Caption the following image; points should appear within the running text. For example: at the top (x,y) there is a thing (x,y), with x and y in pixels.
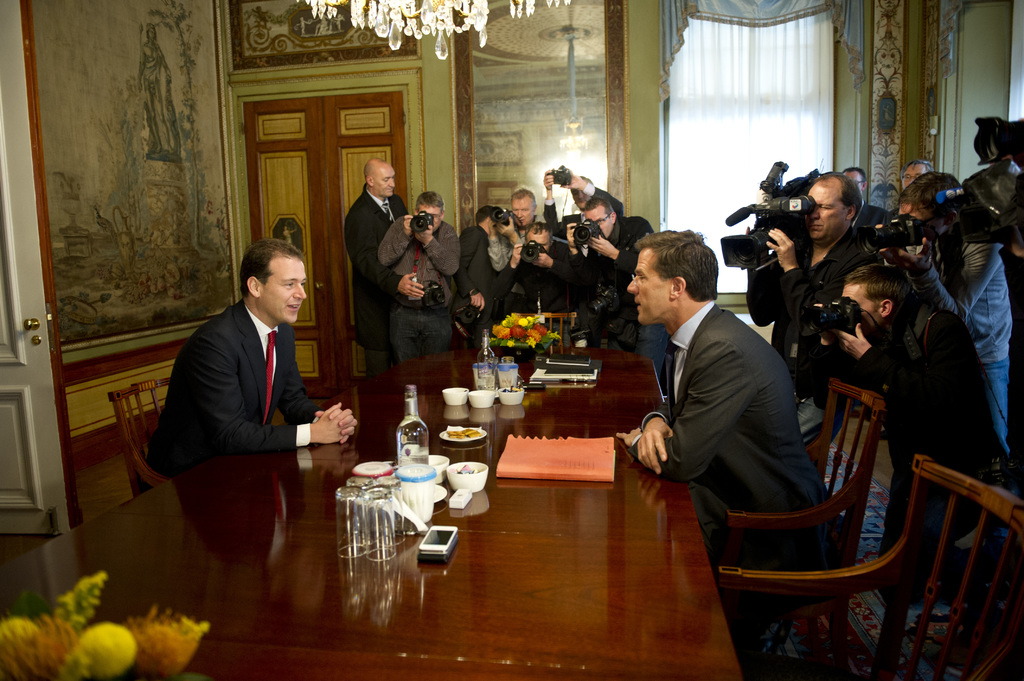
in this picture to the left side (270,350) there is a man (238,404) with black jacket (240,428), red tie (272,352) and white shirt (263,334) is sitting. In front of him there is another person (738,385) with black jacket (725,367), blue shirt (682,341) and blue tie (673,372) is sitting. In between them there is a table (402,545) with glass (358,531), bottle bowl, cup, plate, mobile (443,535), flower vase (549,346) and a book (566,362). To the table corner (571,361) there are group of people (428,267) standing and taking picture by holding cameras (527,252) in their hand (427,232). To the right (856,220) there are another group of people (812,225) taking video graph. To the right side (906,70) there is a wall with curtain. and to the left side (42,360) there is a door (37,342), beside the door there is a frame (149,112). And in the middle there is a mirror (545,59).
